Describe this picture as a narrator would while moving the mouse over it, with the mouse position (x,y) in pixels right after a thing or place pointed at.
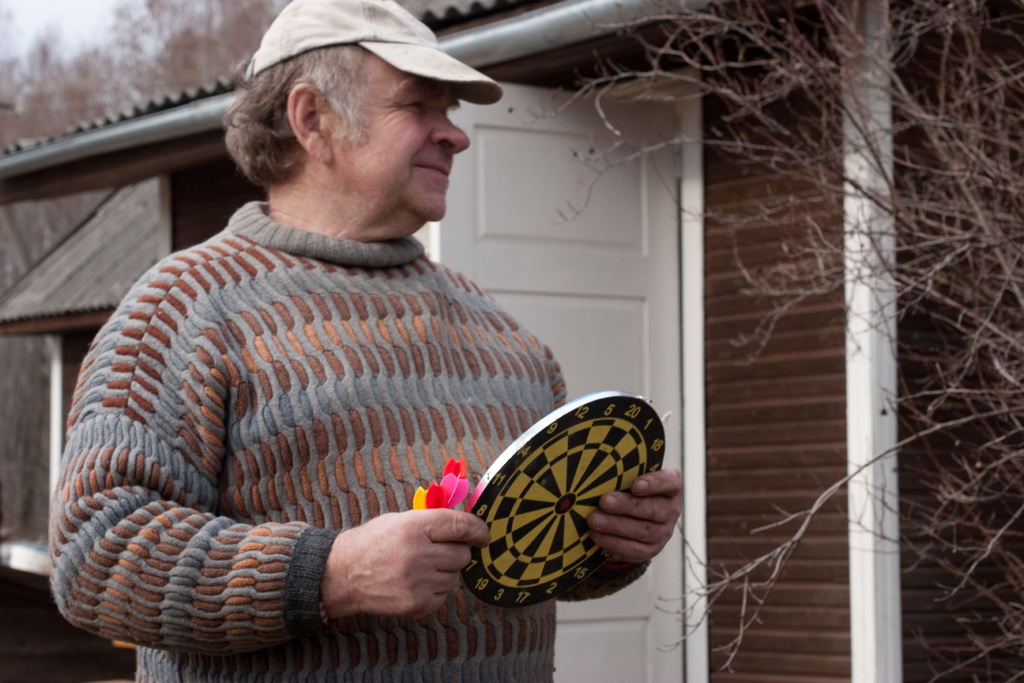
In this picture there is a man (426,267) who is standing on the left side of the image (318,155) and there is a house (731,291) in the background area of the image (605,313).
